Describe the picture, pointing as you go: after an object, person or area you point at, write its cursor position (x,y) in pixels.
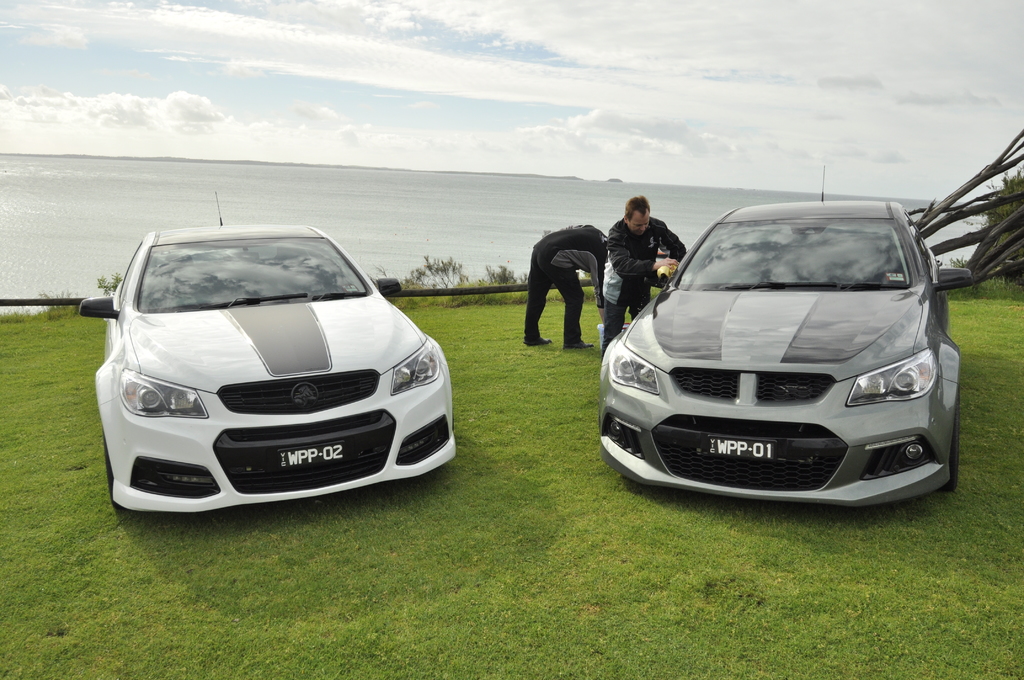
In this image we can see persons (610,295) and cars (301,396) on the grass (652,546). In the background (523,81) there is a water (549,213), sky (507,99) and clouds (682,88).
